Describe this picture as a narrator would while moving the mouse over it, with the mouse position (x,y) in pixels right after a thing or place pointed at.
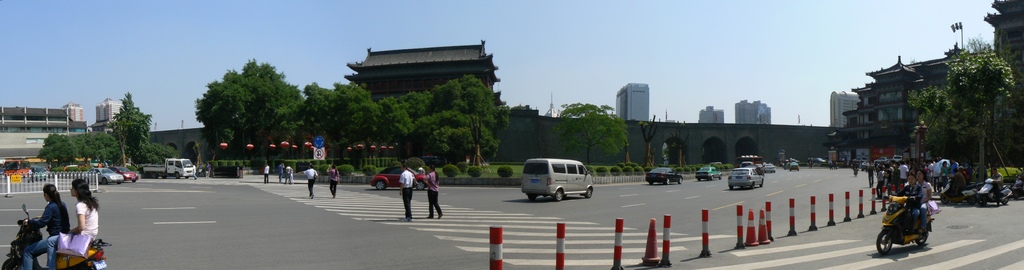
In this image I can see the road (285,232), few traffic poles (563,236) on the road (827,187), few vehicles (547,188), few persons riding the motor bikes (901,216) and few persons (402,185) crossing the road (377,199). In the background (2,177) I can see the white colored railing (54,182), few trees (402,118), a bridge (748,136), few buildings (31,129) and the sky (238,65).
